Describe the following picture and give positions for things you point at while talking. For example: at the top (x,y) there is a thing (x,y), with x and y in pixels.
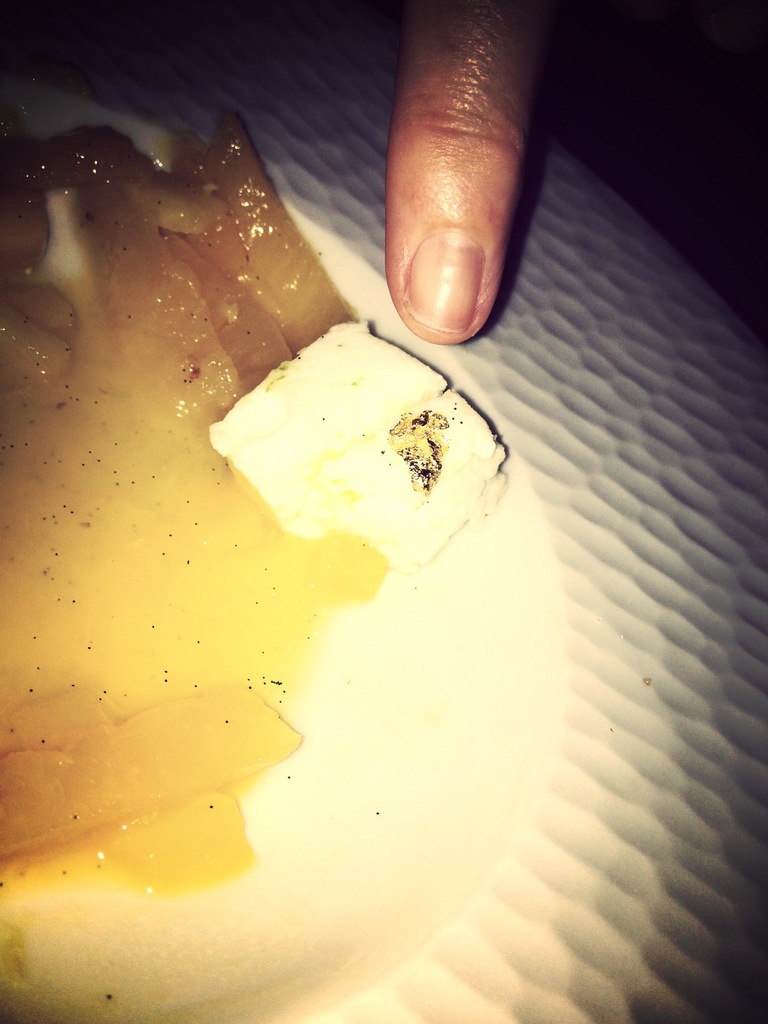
In the picture we can see a part of the dessert (280,459) with yellow color sauce (133,636) and a person's finger (456,254) near it.
